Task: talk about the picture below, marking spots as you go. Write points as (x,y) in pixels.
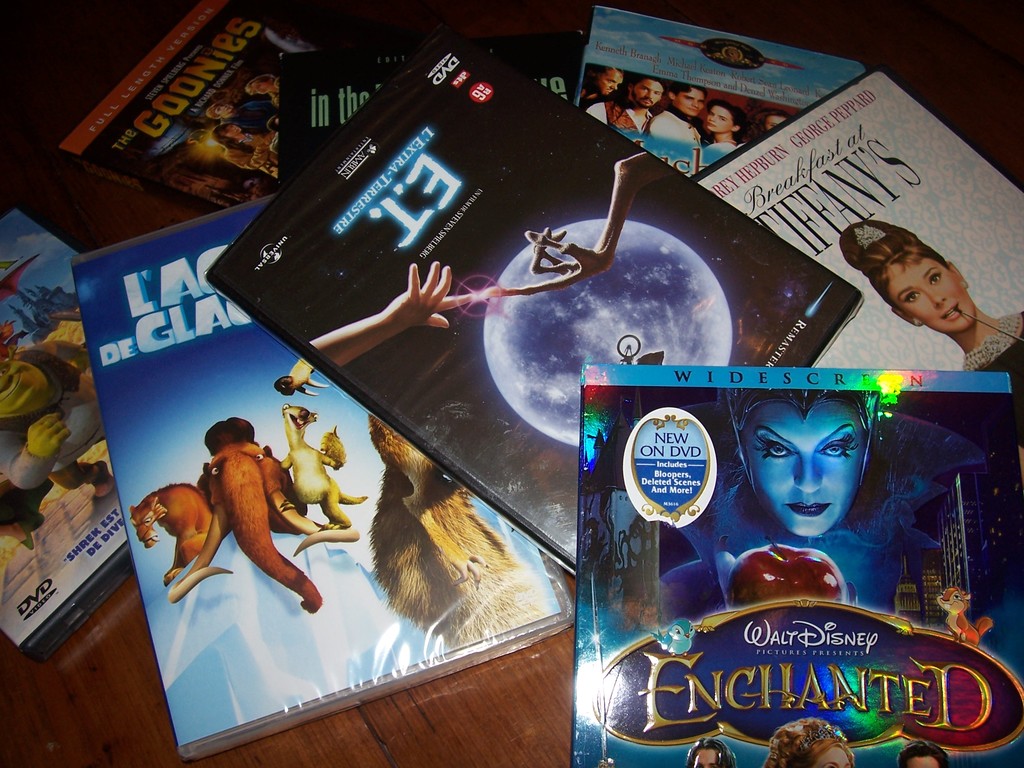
In this image we can see the boxes (713,365) on a wooden surface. On the boxes (412,440) we can see the text (690,377) and images (542,313).
